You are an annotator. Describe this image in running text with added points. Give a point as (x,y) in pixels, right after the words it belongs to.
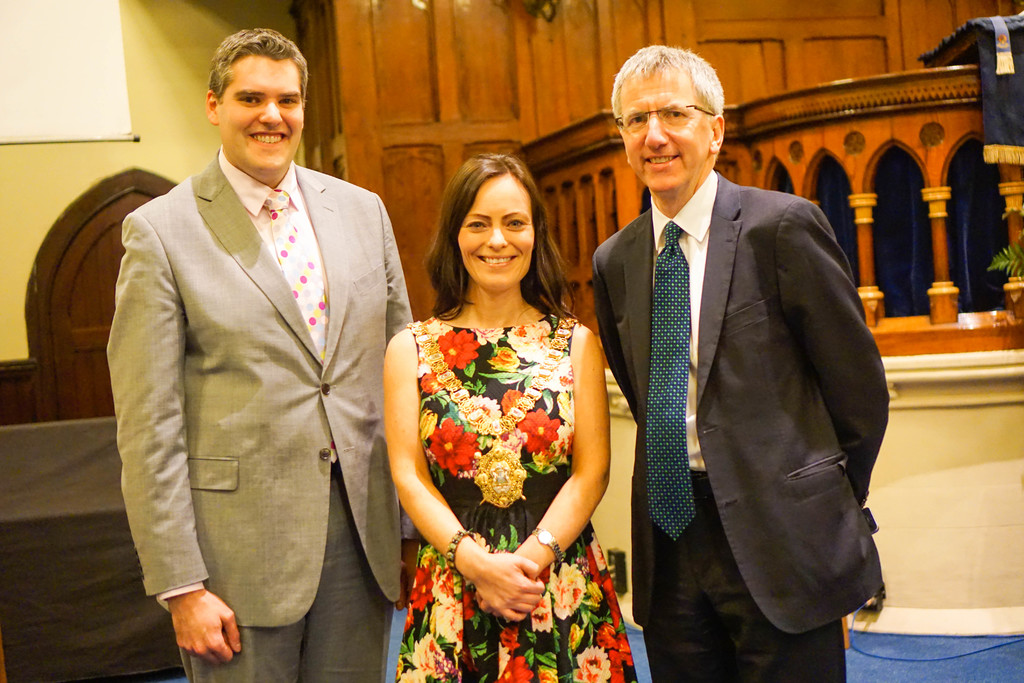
In this picture I can see 2 men (606,353) and a woman (494,405) standing in front (522,366) and I see that they're smiling. In the background (47,171) I can see the wall (19,170) and I can see the wooden things (782,117).
